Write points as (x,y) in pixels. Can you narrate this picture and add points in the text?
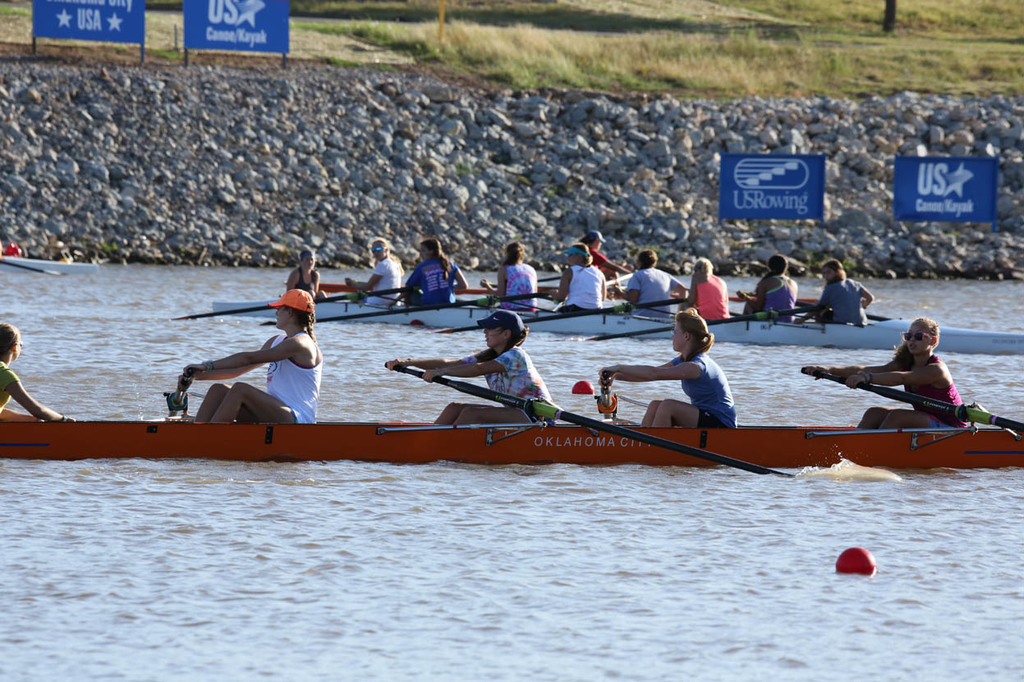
In this image I can see few persons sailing the boats (374,448) on the water surface (364,483). I can see few rocks (831,185). I can see few boards (935,172) with some text (936,189) on it. There is some grass (436,64) on the ground (377,51).
